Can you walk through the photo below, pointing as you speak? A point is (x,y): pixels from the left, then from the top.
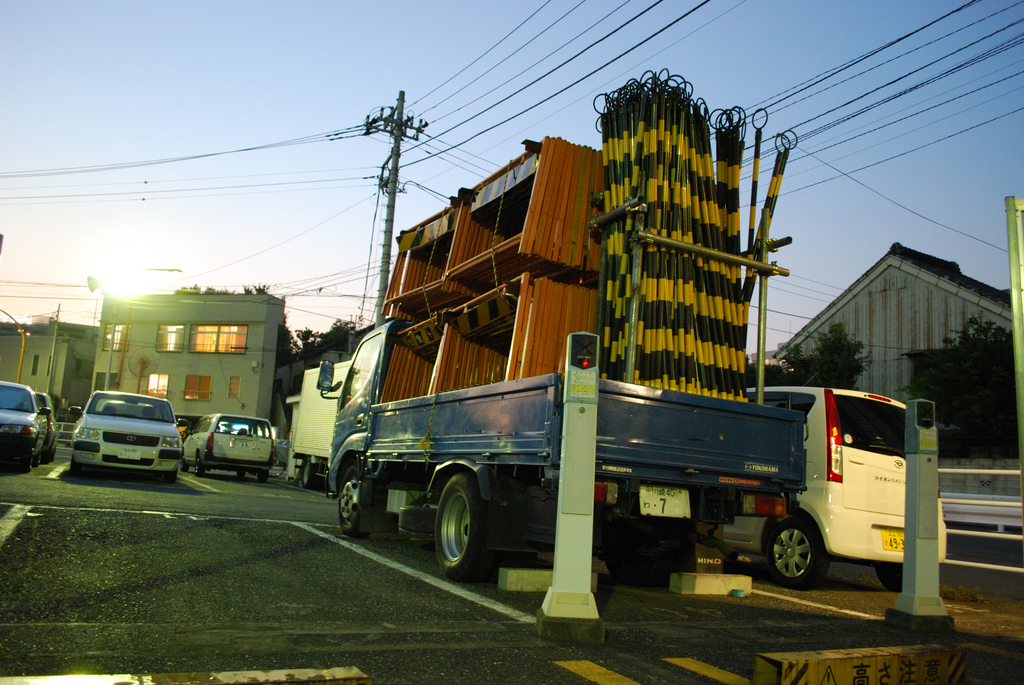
Vehicles (380,422) are on the road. This is current pole (378,323). Background (931,323) there are buildings (895,317), sky (387,112) and trees (315,347). To this building (187,364) there are windows (152,387). In this vehicle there are things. These are parking meters (935,444).
